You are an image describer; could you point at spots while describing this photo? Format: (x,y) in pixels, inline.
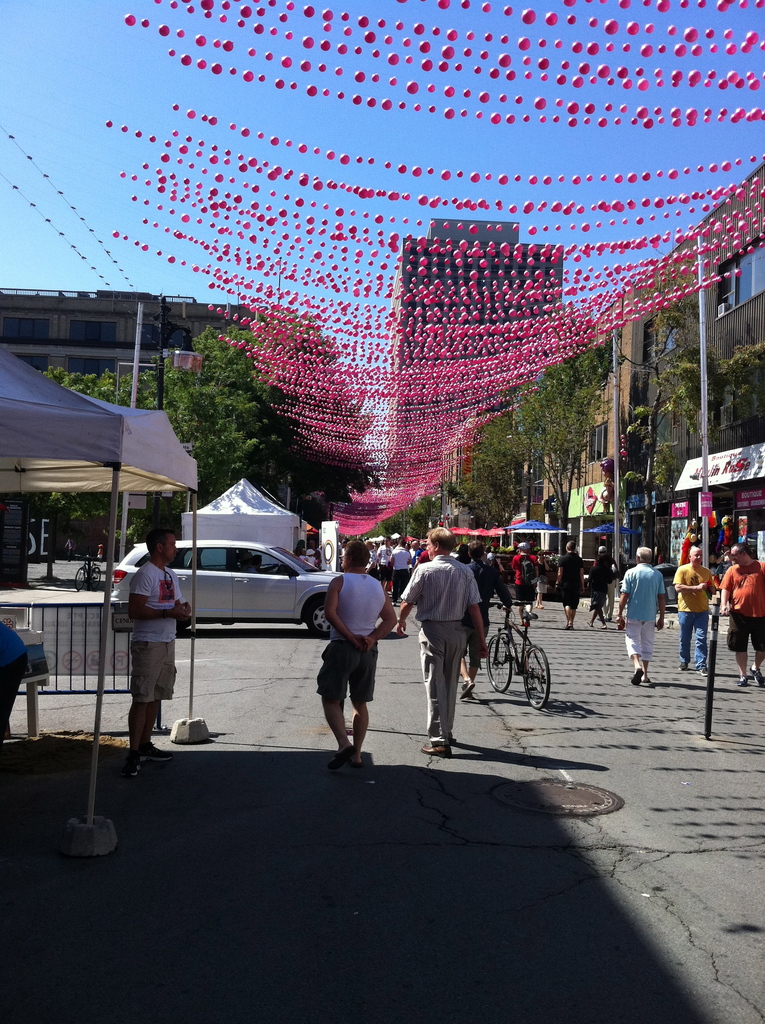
This is an outside view. Here I can see many people (369,588) are walking on the road (402,746) and there are few vehicles (205,603). On both sides of the road (384,686) there are many poles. On the left side (59,450) there are two tents (52,456). In the background (285,463) there are many trees (660,447) and buildings (66,364). At the top (452,290) there is some decoration (260,267). At the top of the image (195,92) I can see the sky (178,104) in blue color.
